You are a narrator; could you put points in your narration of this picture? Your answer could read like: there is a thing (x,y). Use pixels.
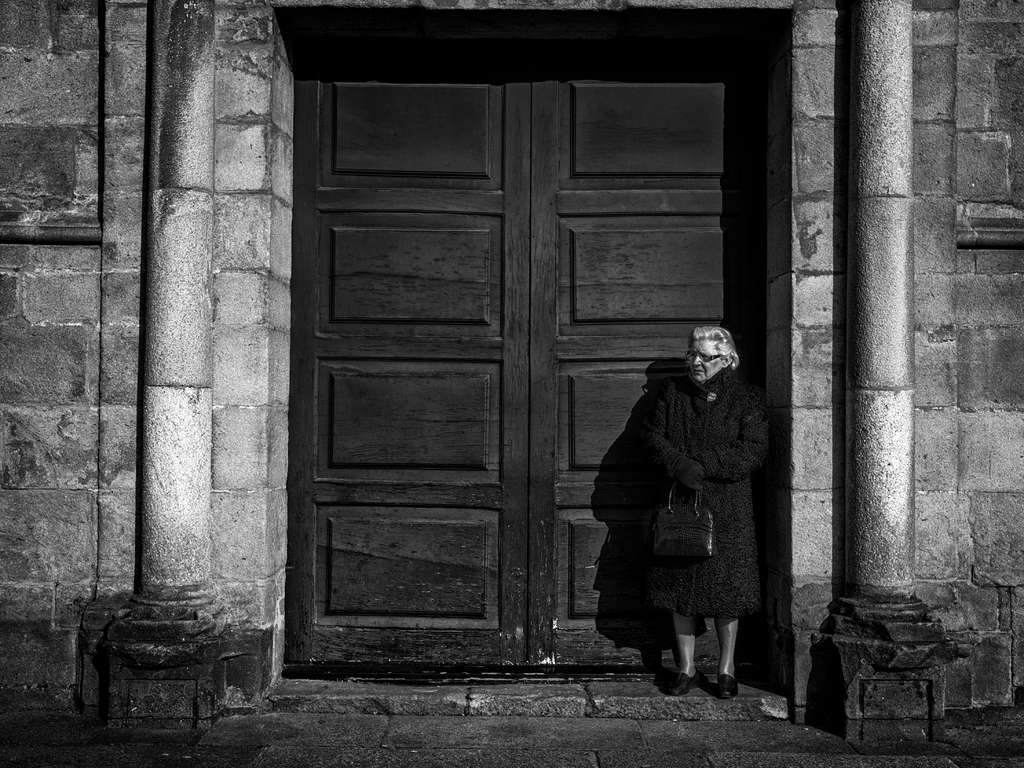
This picture shows a building (993,80) and a wooden door (498,398) and we see a woman (675,691) standing and holding a handbag (701,489) in her hands (689,465). She wore spectacles (687,357) on her face (707,368) and she wore a black coat (751,474).
